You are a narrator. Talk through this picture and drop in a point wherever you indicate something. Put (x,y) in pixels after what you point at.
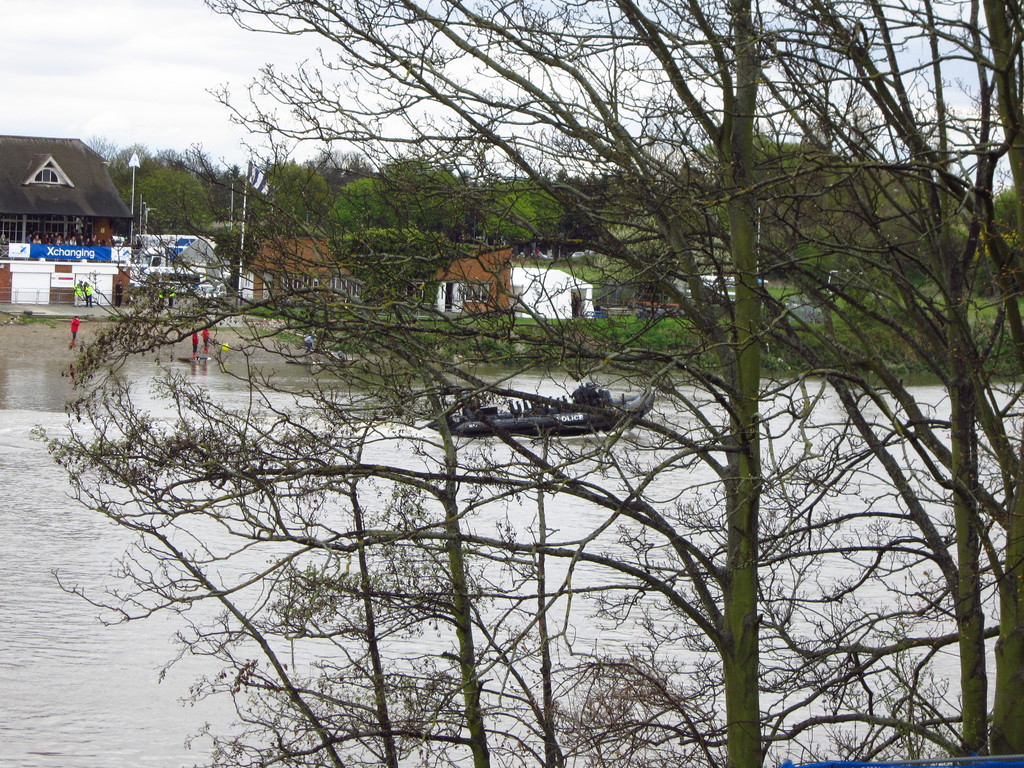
In this image there is a boat (463,429) in the water (435,516), there are few people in the boat (570,426), there are few people (311,341) beside the water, few houses (95,197), a flag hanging to one of the poles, few trees (197,230) and the sky (299,79).
